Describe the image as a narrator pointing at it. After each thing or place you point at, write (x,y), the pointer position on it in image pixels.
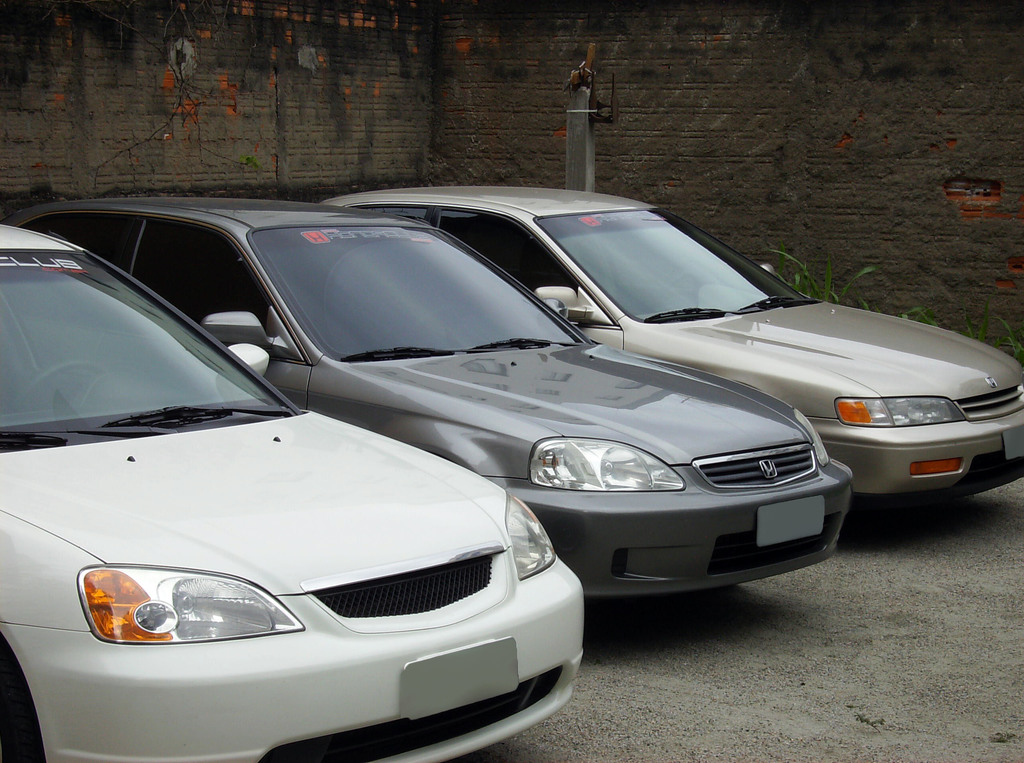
In this image there are cars (581,462) and in the background (270,99) there is a wall (705,95).
